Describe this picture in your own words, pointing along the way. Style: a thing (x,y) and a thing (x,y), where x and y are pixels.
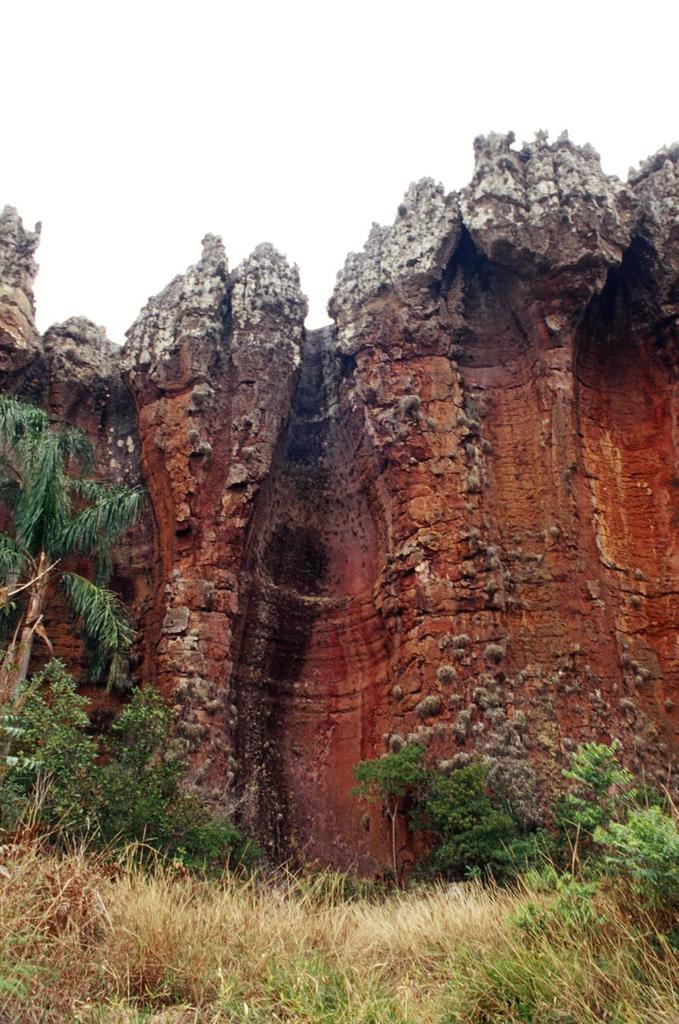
Here we can see grass (402,966), plant (411,762) and tree (79,533).
